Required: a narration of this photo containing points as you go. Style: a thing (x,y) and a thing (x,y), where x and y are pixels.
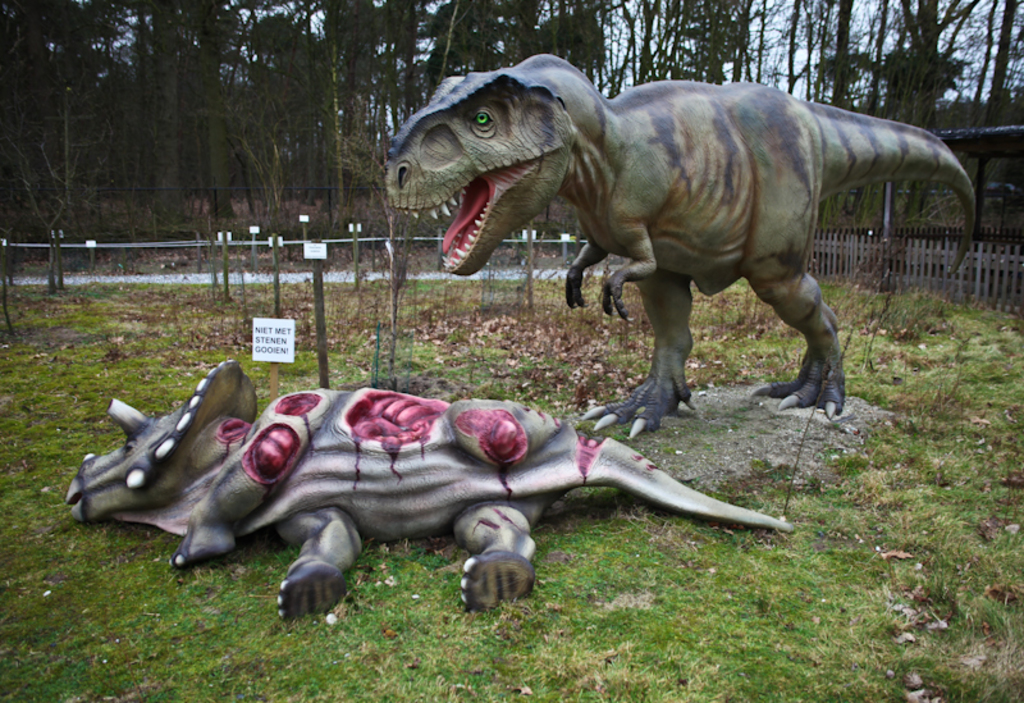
In this image I can see there are 2 dinosaurs dolls (635,255) in green color, on the right side (991,153) there is the wooden fence (943,240) and shed (969,130). At the back side (977,120) there are trees (936,219).
